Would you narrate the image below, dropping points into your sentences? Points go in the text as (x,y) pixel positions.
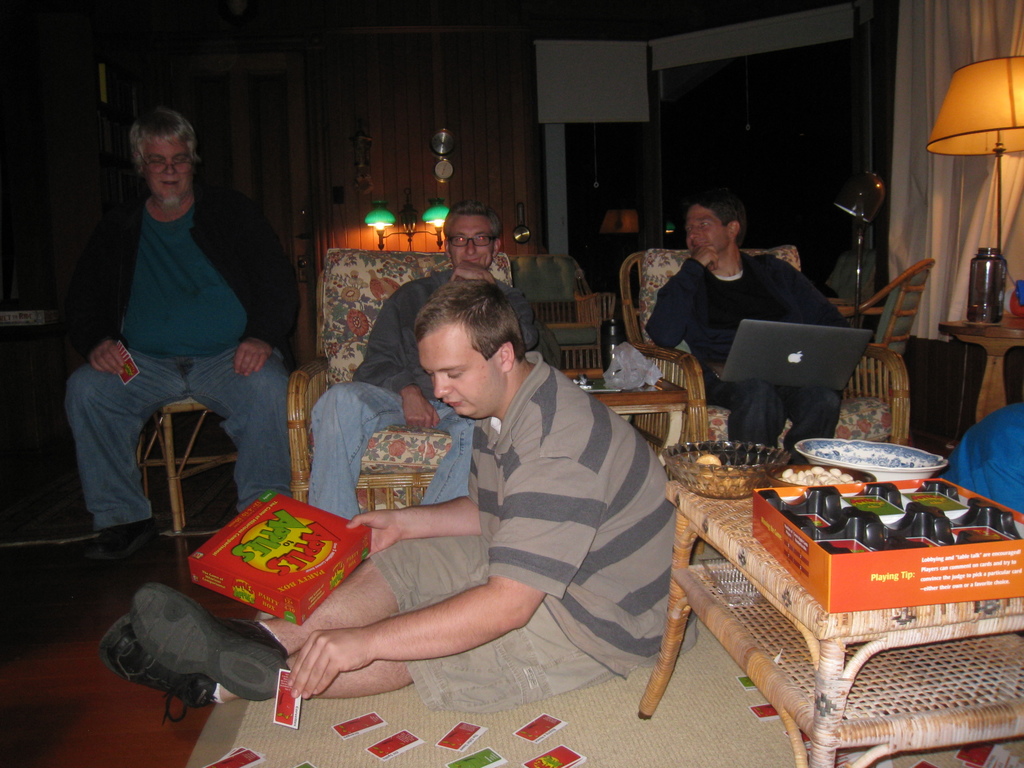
In this image I can see few people (437,420) were in the front (455,552) I can see one is sitting on the floor (193,477) and in the background (292,314) few are sitting on chairs (675,368). On the right side of this image (703,525) I can see a table (980,731) and on it I can see few stuffs (775,480). I can also see a man (422,510) is holding a red color box (356,522) and few cards (284,685) in the front (379,600) and on the right side (777,367) I can see a laptop (764,364), a lamp (986,120), a bottle (990,286), a light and a curtain (892,247). In the background (424,219) I can see few more lights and a clock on the wall (461,120).
